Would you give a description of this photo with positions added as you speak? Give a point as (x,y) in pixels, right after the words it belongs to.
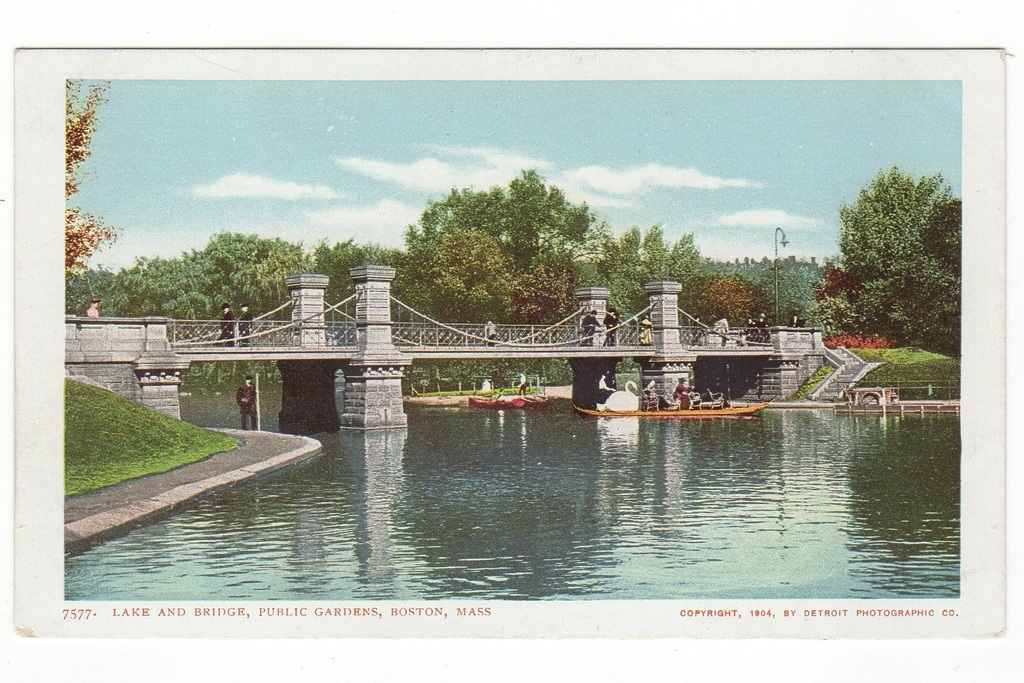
In this image I can see the depiction picture. In this picture I can see water (609,511) in the centre (405,412) and on it I can see few boats (477,405). I can also see a bridge (398,346) over the water (773,469). I can also see few people (612,346) on the bridge (603,345) and few people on the boat (637,392). On the both sides of the image I can see grass (898,385). In the background (916,266) I can see number of trees (948,233), clouds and the sky (554,150). I can also see something is written on the bottom side of the image (399,608).
